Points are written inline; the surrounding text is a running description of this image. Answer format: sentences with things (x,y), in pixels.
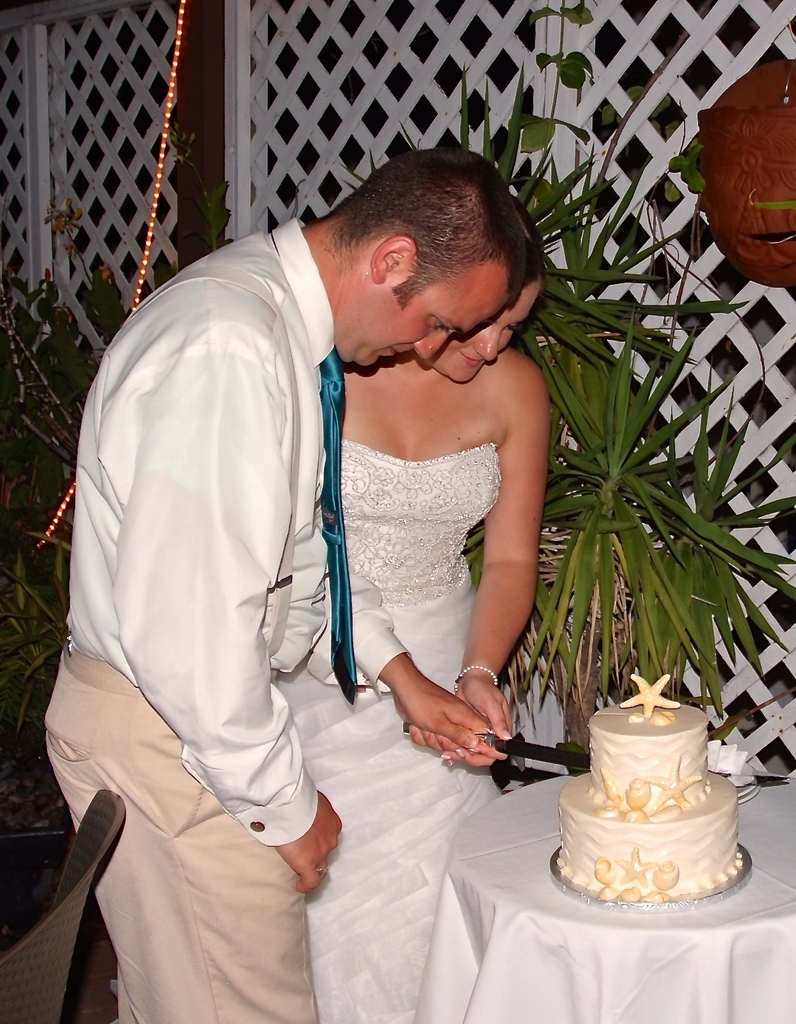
In this image we can see a man (383,650) and a woman (404,626) cutting a cake (734,834) with a knife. Here we can see a tablecloth (598,951), plants (581,662), chair (16,1006), lights (183,21), grille (458,17), and an object (789,284).
